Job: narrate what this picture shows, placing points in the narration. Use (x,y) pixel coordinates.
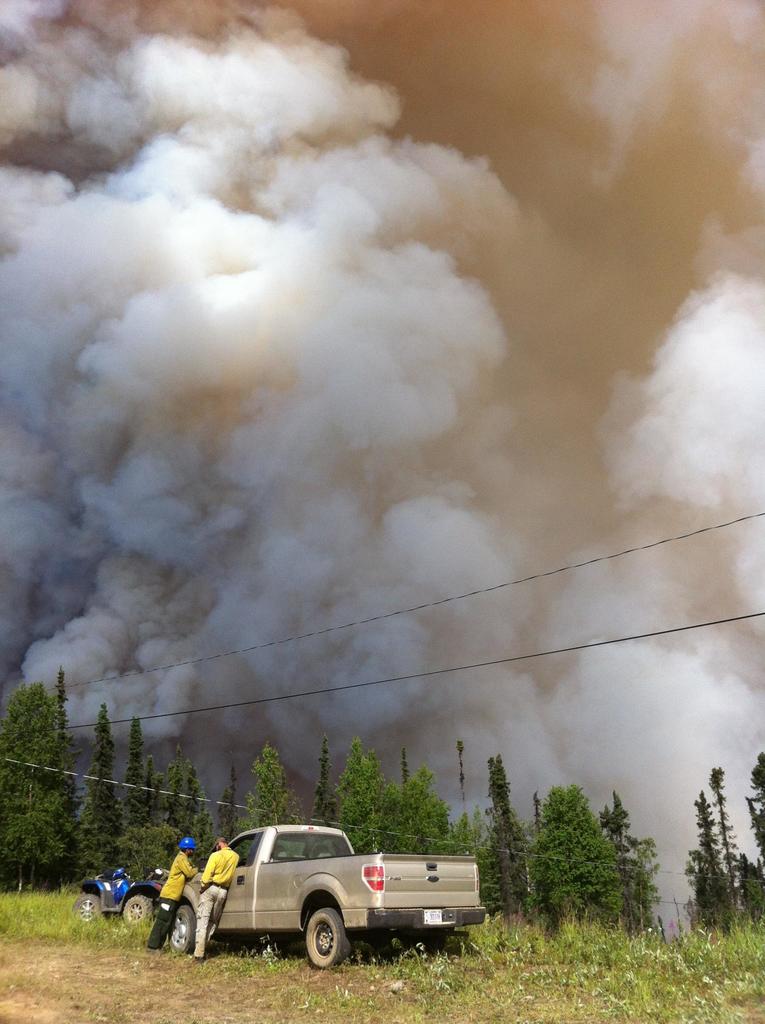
At the bottom of the image (353,887) we can see vehicles (262,893) and two persons (181,846), trees (20,740), grass (547,970), ground (178,1008), wires (26,730) are there. At the top of the image (318,325) fumes (402,585) are present.
